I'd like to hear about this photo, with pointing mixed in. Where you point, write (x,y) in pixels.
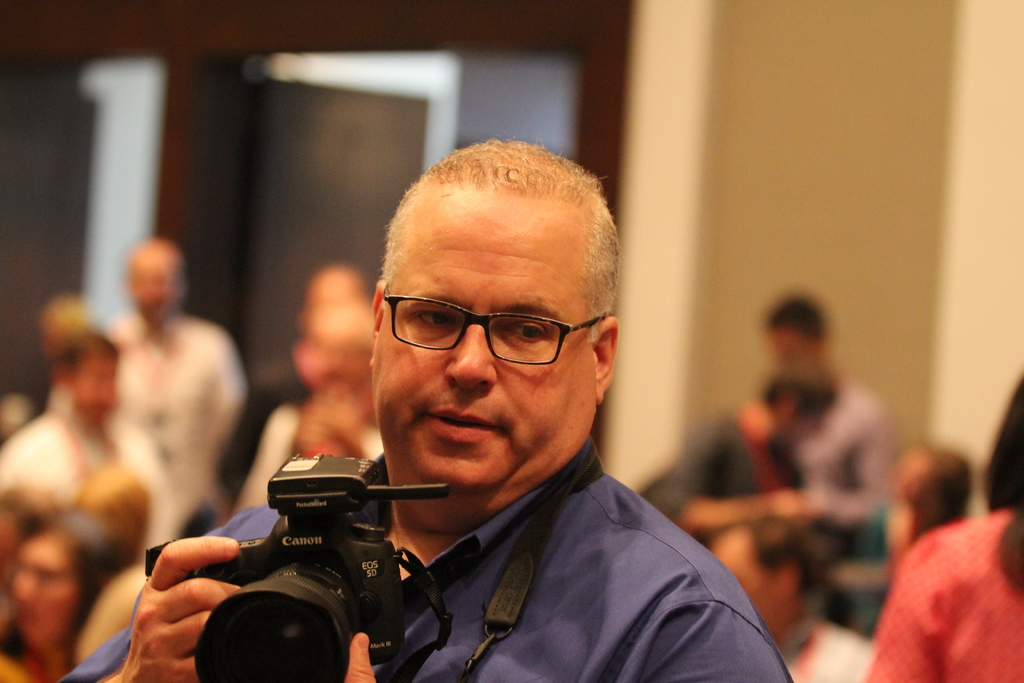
In the image we can see there is a man (558,400) who is standing and holding camera (269,576) in his hand (200,608). At the back (800,384) the image is blur.
